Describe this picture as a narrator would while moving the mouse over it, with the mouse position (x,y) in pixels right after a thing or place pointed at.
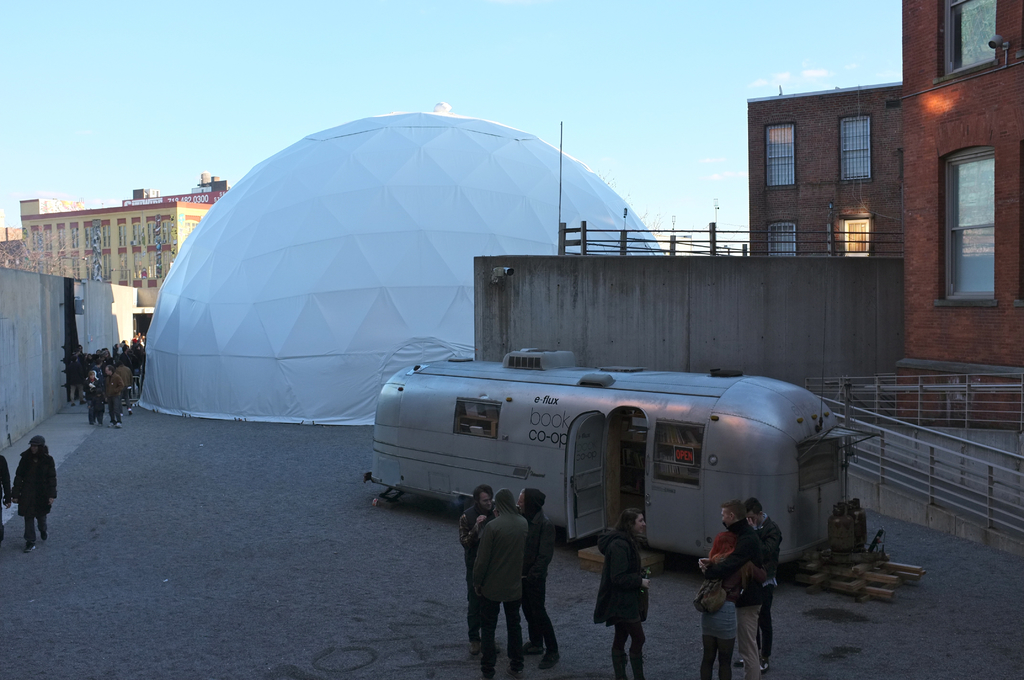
In this image we can see a group of people (487,533) standing on the road (134,429) beside a caravan (628,491). In the center of the image (365,415) we can see a large dome like structure (352,403) covered with a cloth (364,382). On the left side (127,378) we can see a group of people (115,399) walking on the footpath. On the backside (684,129) we can see some buildings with windows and the sky (681,109) which looks clear.
